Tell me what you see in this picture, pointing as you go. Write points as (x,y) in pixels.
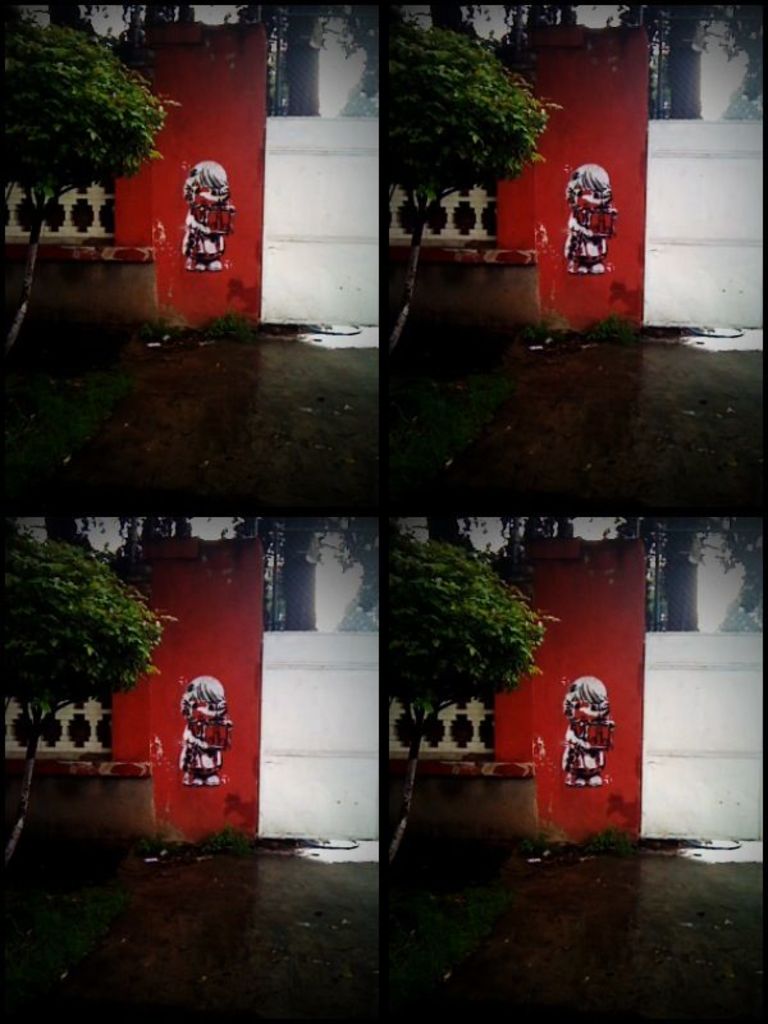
This is an edited picture where we can see a image in all the four corners of the image. In the foreground of that image there is a tree (484,87), red color wall (516,185), white sheet (693,187), and the ground (673,424). In the background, there is a tree (680,17).
